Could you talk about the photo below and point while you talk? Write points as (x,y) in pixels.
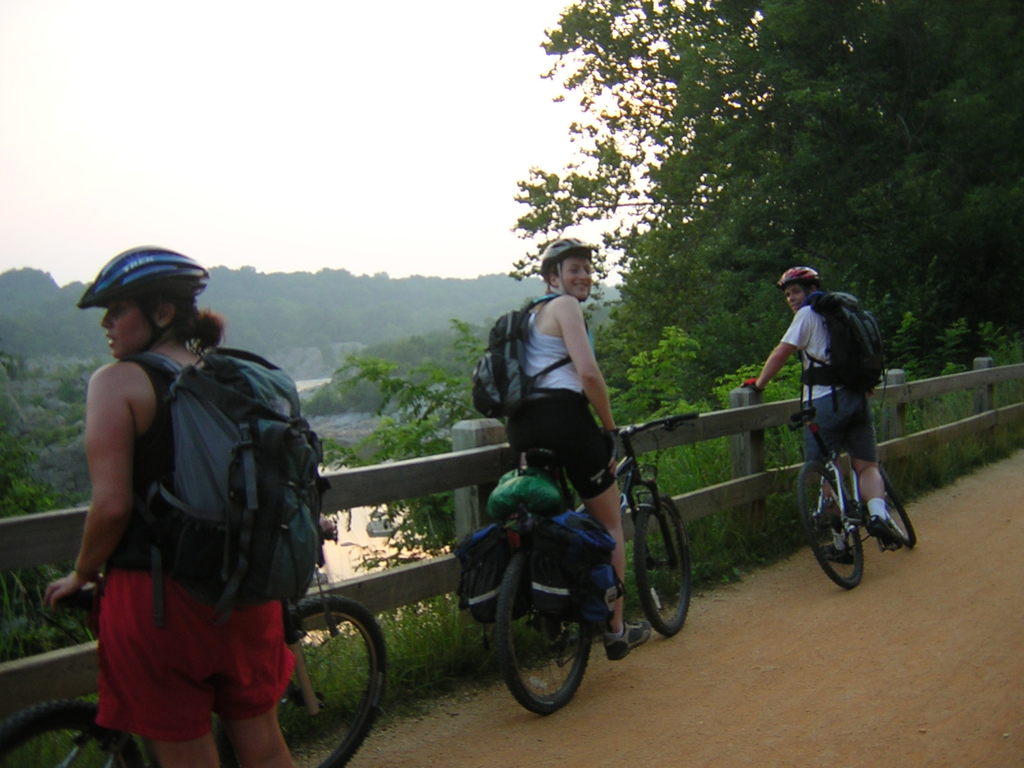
These three people (154,423) wore bags (212,458). Beside this fence (676,502) there are bicycles (513,571). Background (688,452) there are trees (746,363) and plants (908,407).
